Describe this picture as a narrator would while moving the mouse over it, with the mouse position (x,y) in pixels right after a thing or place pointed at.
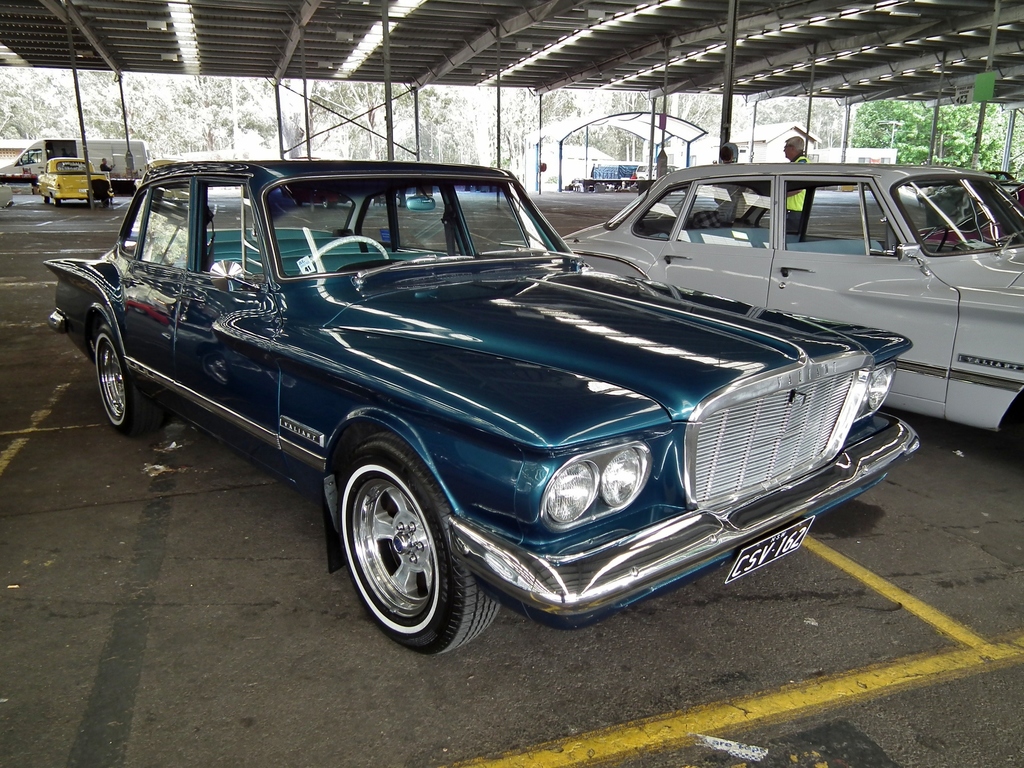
Under this open shed (527,40) there are vehicles (745,224) with number plates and people (798,150). Background (110,107) there are trees (228,106) and vehicles (112,152).
